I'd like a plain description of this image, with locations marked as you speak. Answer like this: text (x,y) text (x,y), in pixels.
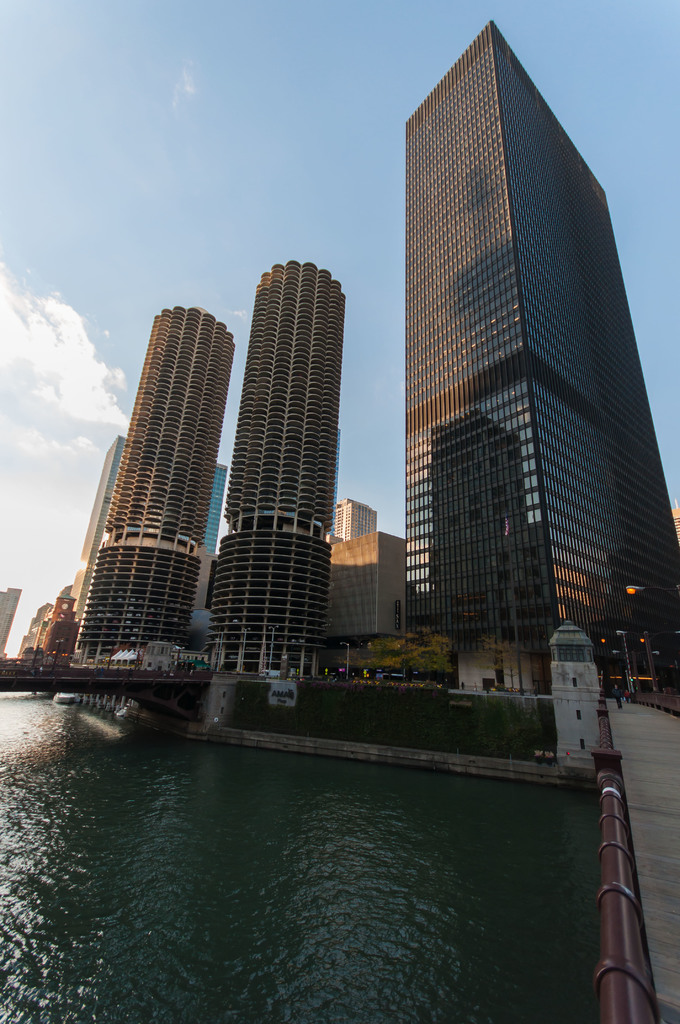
In this image we can see some buildings (408,238), poles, bridge (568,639) and other objects (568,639). In the background of the image (49,381) there is the sky (58,37). At the bottom of the image (346,811) there is water (393,966). On the right side of the image (629,721) there is a road (670,779) and an iron object (604,798).
